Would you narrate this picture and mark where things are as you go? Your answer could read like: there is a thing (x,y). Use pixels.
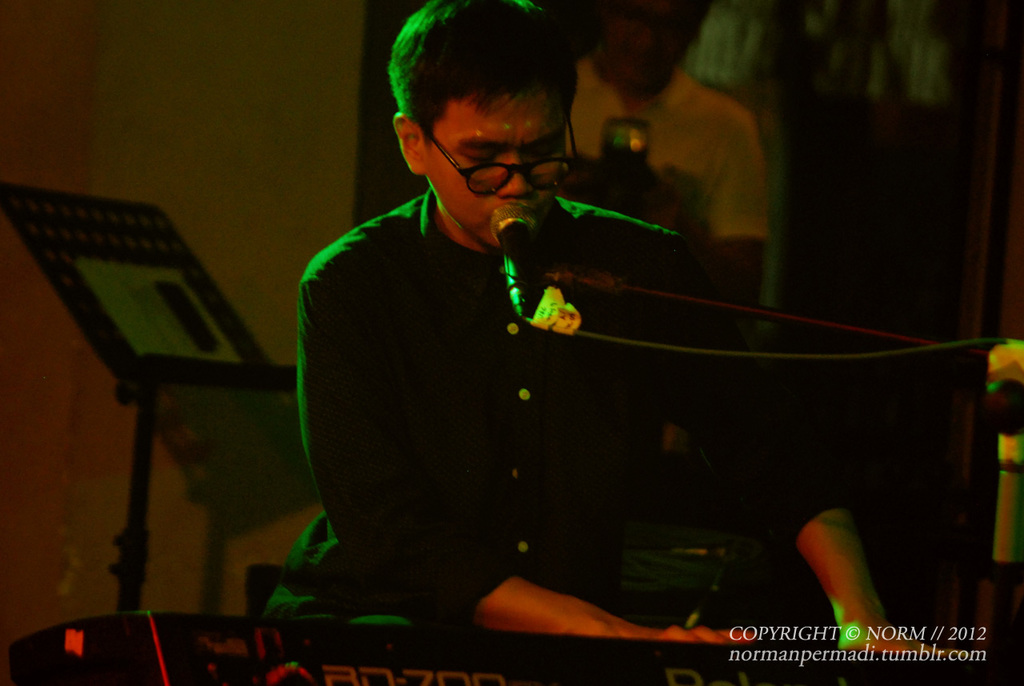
This image consists of a person's (520,404) singing and playing a piano (547,676). In the background (593,186), we can see another person (745,229). On the left (143,323), there is a book stand (109,331). In the background (175,102), we can see a wall (132,67). On the right (1011,495), there is a mic stand (1020,535).
